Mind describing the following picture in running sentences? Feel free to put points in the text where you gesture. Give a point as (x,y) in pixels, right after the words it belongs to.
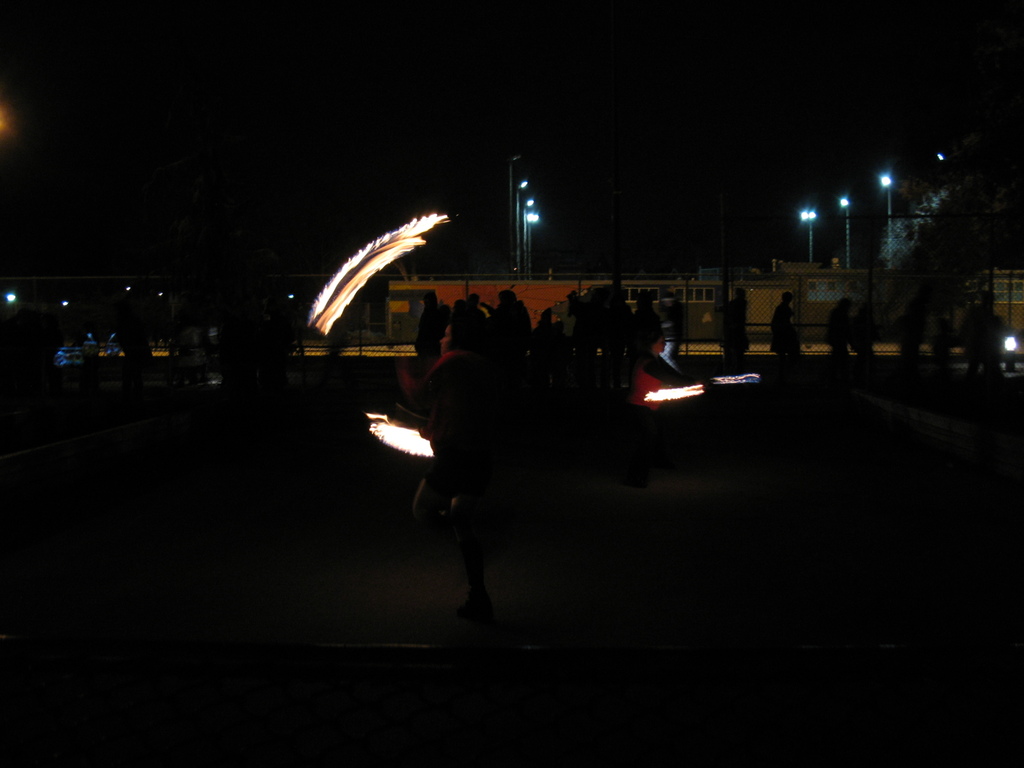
This image is taken during the night time. In this image we can see the people (515,312). We can also see the fire (394,447), fence (881,296) and behind the fence (894,289) there is wall (502,282), light poles (888,206) and also tree (943,242). We can also see the lights (1017,344).
